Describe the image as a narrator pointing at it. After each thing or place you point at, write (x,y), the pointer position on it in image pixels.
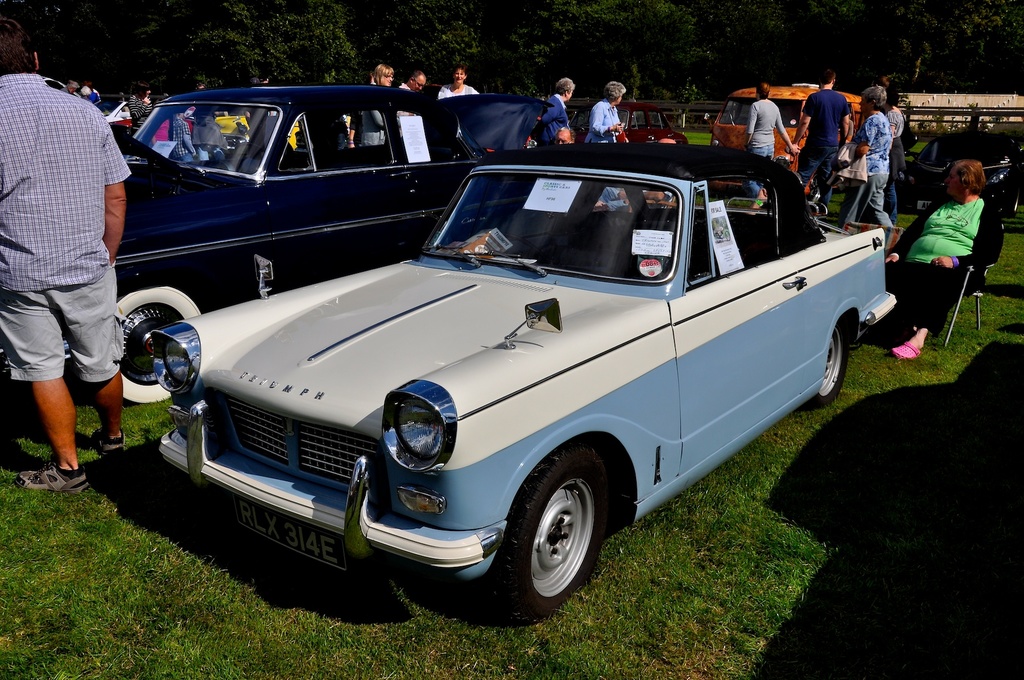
In this image I can see a car (662,201) which is white, blue and black in color on the ground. I can see a person (951,209) wearing green and black colored dress (954,231) is sitting and few persons (749,126) are standing on the ground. In the background (716,124) I can see few other vehicles (855,99) and few trees (680,58) which are green in color.
